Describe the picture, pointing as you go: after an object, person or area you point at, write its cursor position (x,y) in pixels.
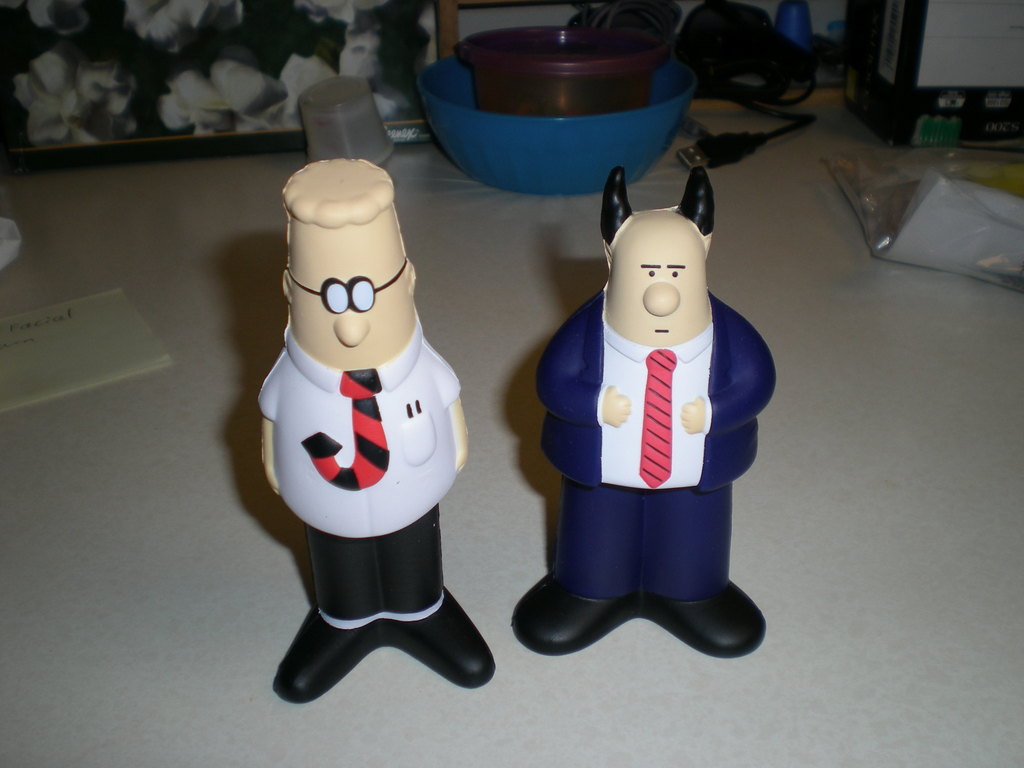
Here we can see toys (404,382), paper (51,373), plastic cover (880,161), cables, box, and baskets (510,87). There is a frame (329,59).
